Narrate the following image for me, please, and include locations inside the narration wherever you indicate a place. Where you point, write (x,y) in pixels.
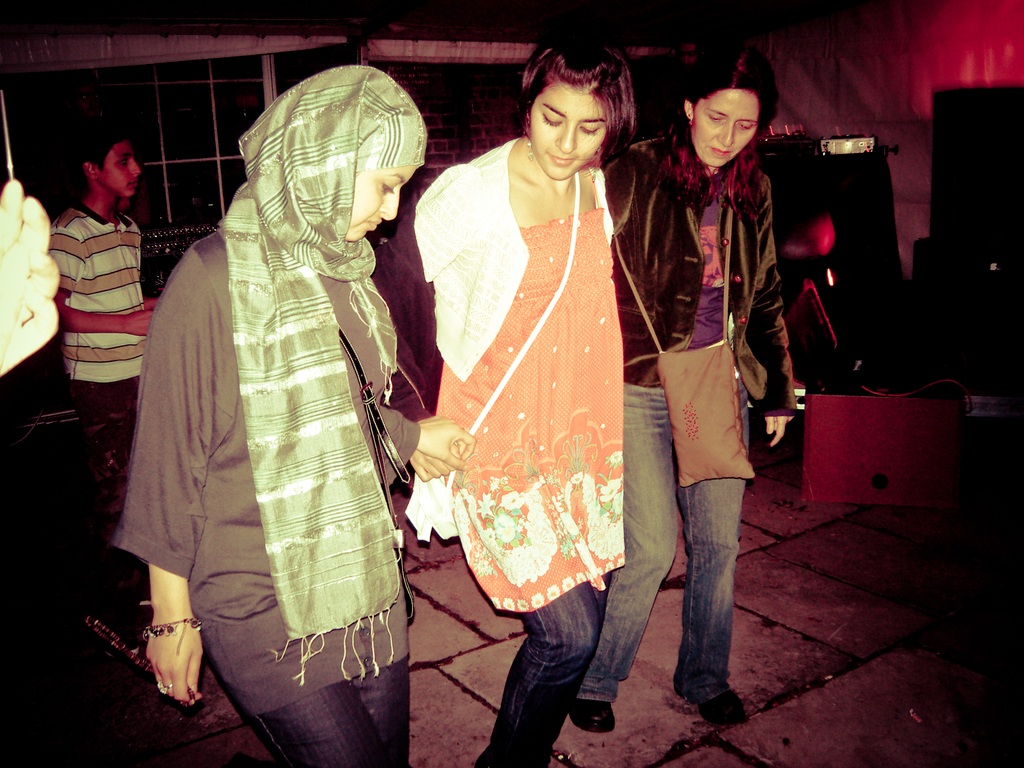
In the center of the image (466,322) there are three ladies (170,329). In the background of the image (116,108) there is a window (174,114). At the bottom of the image (793,703) there is floor (654,727). To the right side of the image (1001,153) there are few objects (950,137).
